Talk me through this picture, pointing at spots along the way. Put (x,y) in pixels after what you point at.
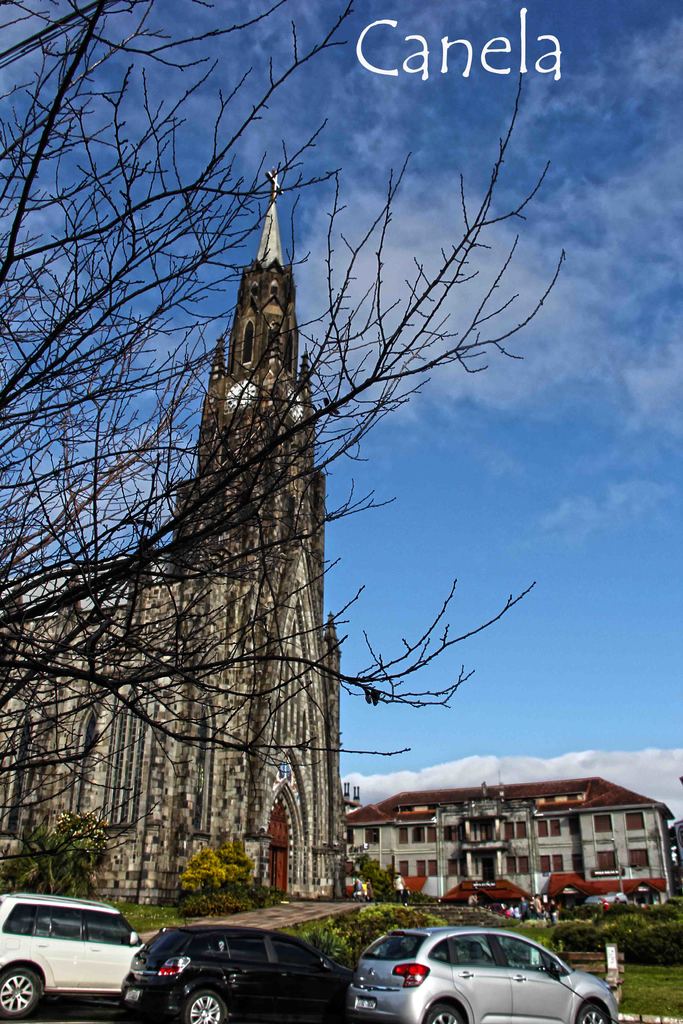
In this picture I can see buildings (578,801) and few cars (387,974) and I can see trees (36,854) and I can see few people (555,921) in the back (527,914) and I can see blue cloudy sky (502,564) and I can see text (447,38) at the top of the picture (413,52).
